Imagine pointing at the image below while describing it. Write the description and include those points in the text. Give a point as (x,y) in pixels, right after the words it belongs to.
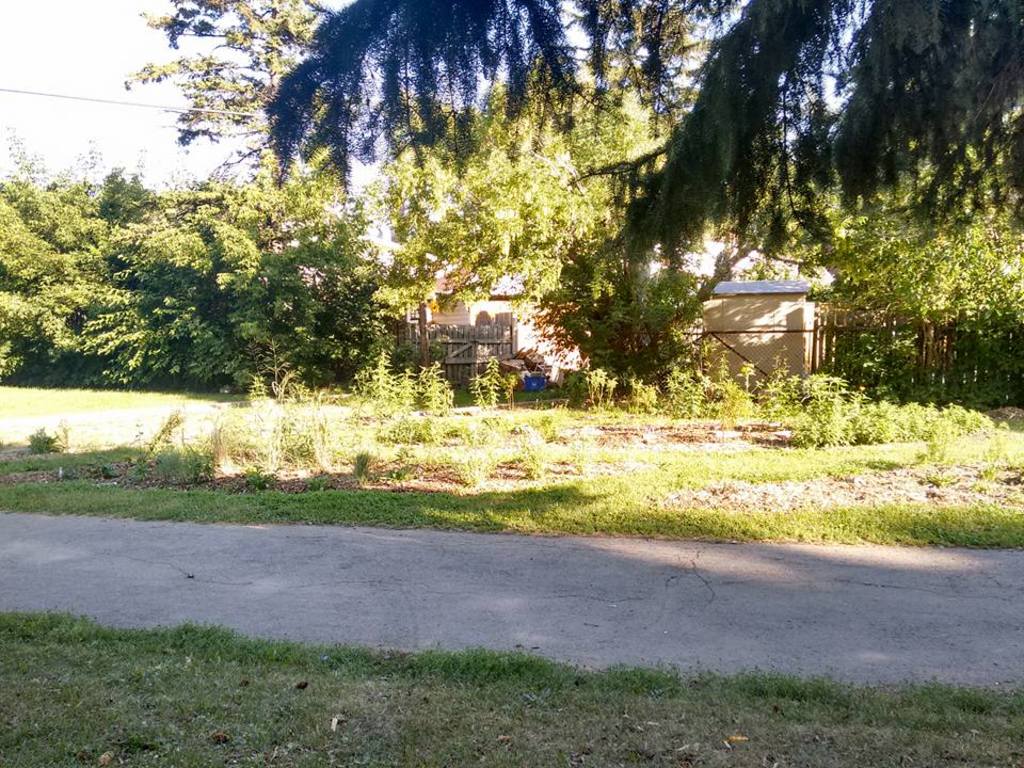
In the foreground of this image (497,642), there is a path (551,597) and on either side, there is the grass (560,483). In the background (600,344), there are few houses (528,334), trees (440,221) and the sky (106,108).
